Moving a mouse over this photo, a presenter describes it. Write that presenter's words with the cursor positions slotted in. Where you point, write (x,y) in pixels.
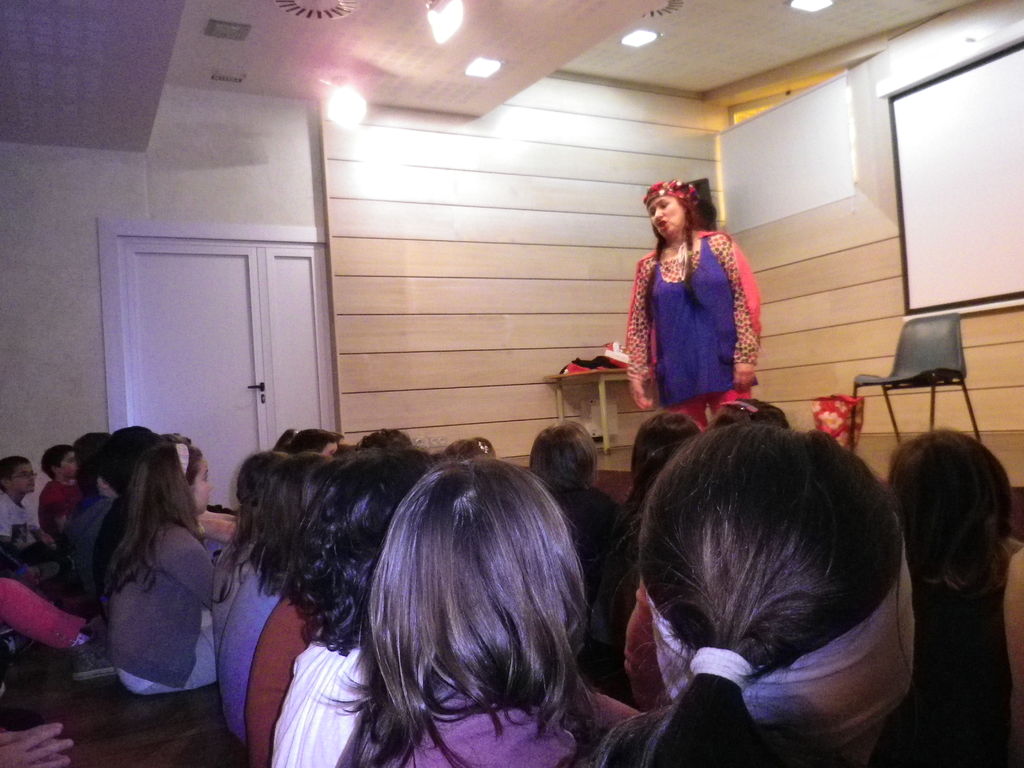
In this image there are group of people (253,518) sitting, and there is a person (699,271) standing, chair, table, screen (912,158), door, lights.
